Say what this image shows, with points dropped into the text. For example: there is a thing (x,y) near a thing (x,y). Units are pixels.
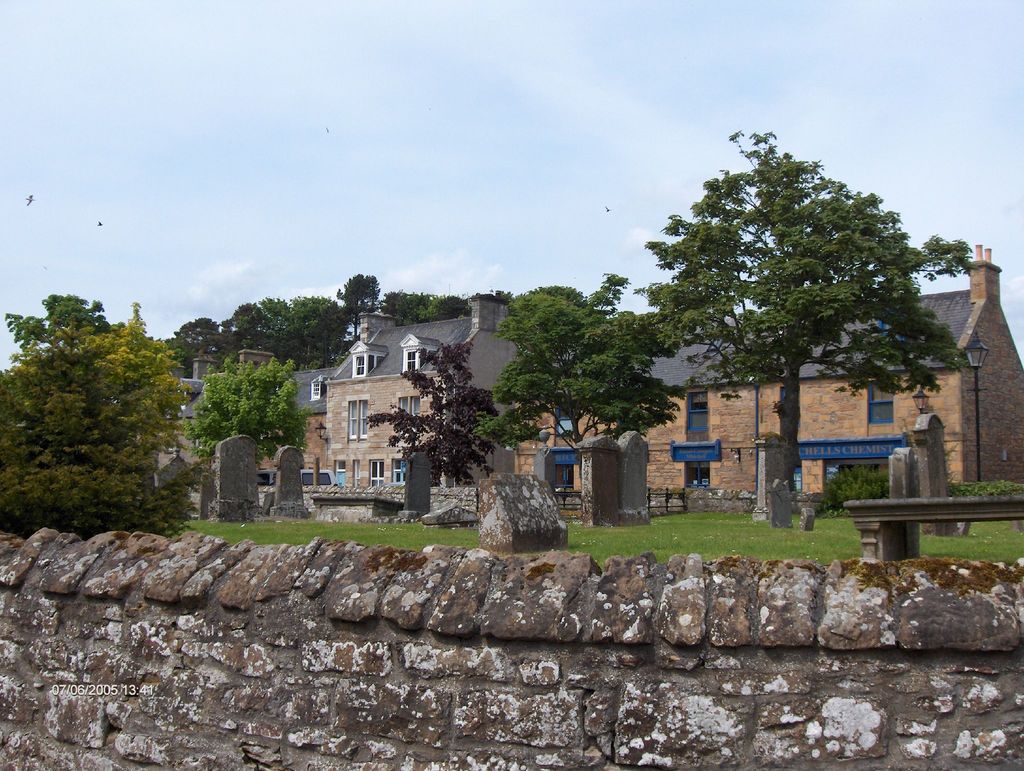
In this image in the front (525,660) there is a wall (450,605). In the center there is grass (591,536) on the ground (608,545) and there is an empty bench (938,507). In the background (432,508) there are stones (175,468) and buildings (802,369) and trees (745,375) and the sky (401,224) is cloudy and the birds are flying in the sky (489,216).
